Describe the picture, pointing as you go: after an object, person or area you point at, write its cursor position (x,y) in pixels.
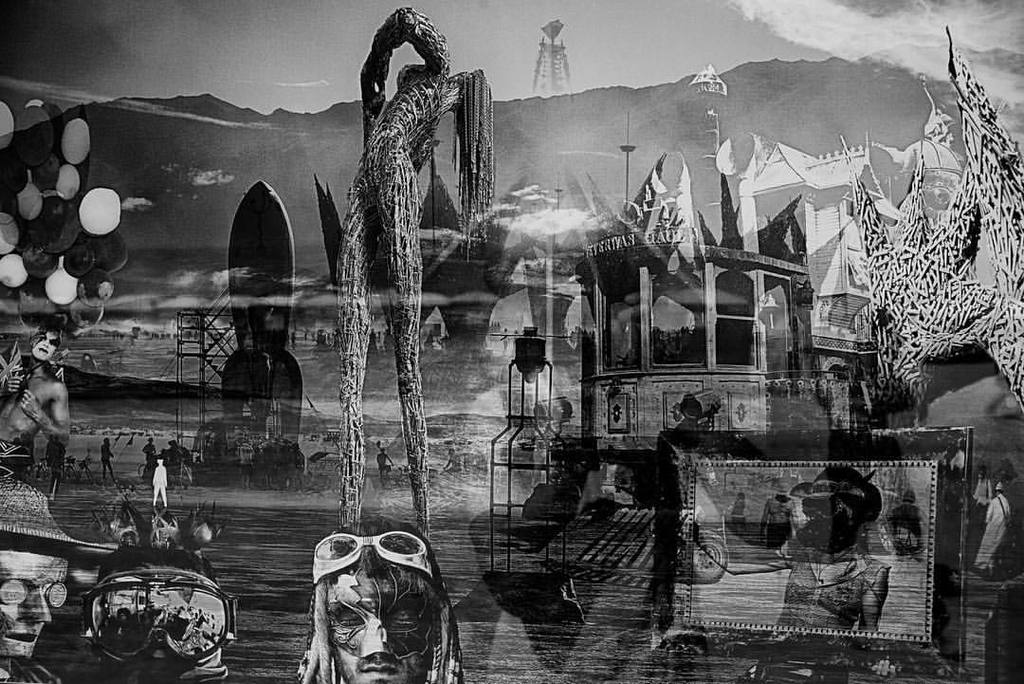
In this image it looks like an animated image. There are mountains (457,247) in the background (505,108). There are people (385,682). There is a desert (521,671). There is a sculpture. There is a photo frame (698,537) on the right side (698,574). There is a building (733,363). There are some people (152,663) in the foreground (334,676).
